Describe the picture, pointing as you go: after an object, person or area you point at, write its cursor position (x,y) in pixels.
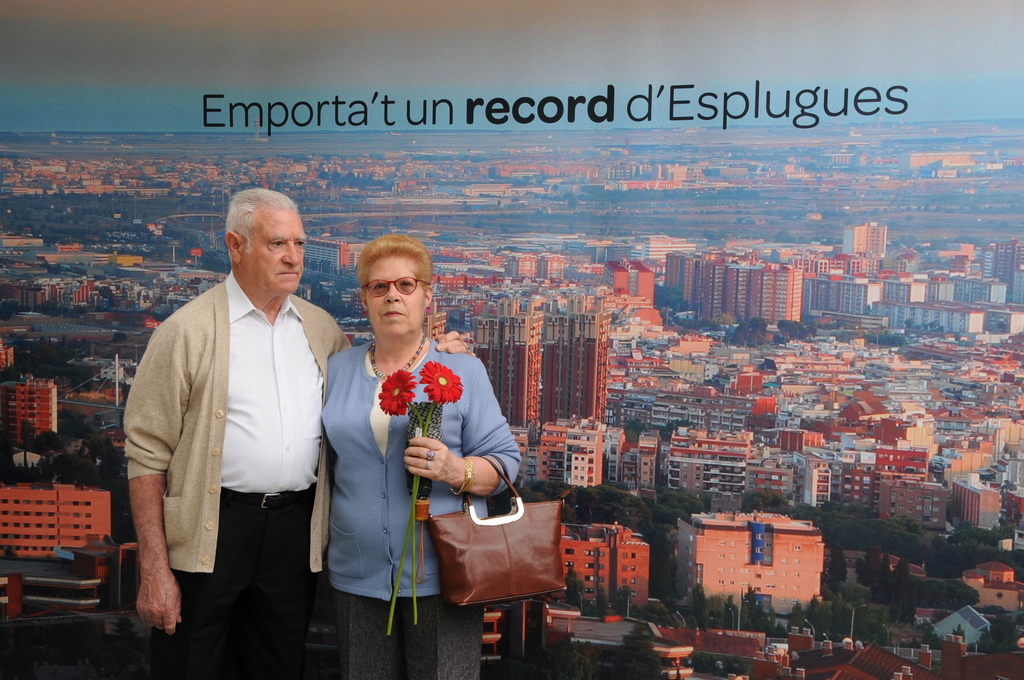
In this picture we can see a man (243,679) and a woman (369,366) standing together. she is carrying her bag (492,563) and she is holding red color flowers (430,385). And she has spectacles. On the background (829,279) we can see some buildings (774,353), and these are the trees (898,584). And there is a sky (111,55).
